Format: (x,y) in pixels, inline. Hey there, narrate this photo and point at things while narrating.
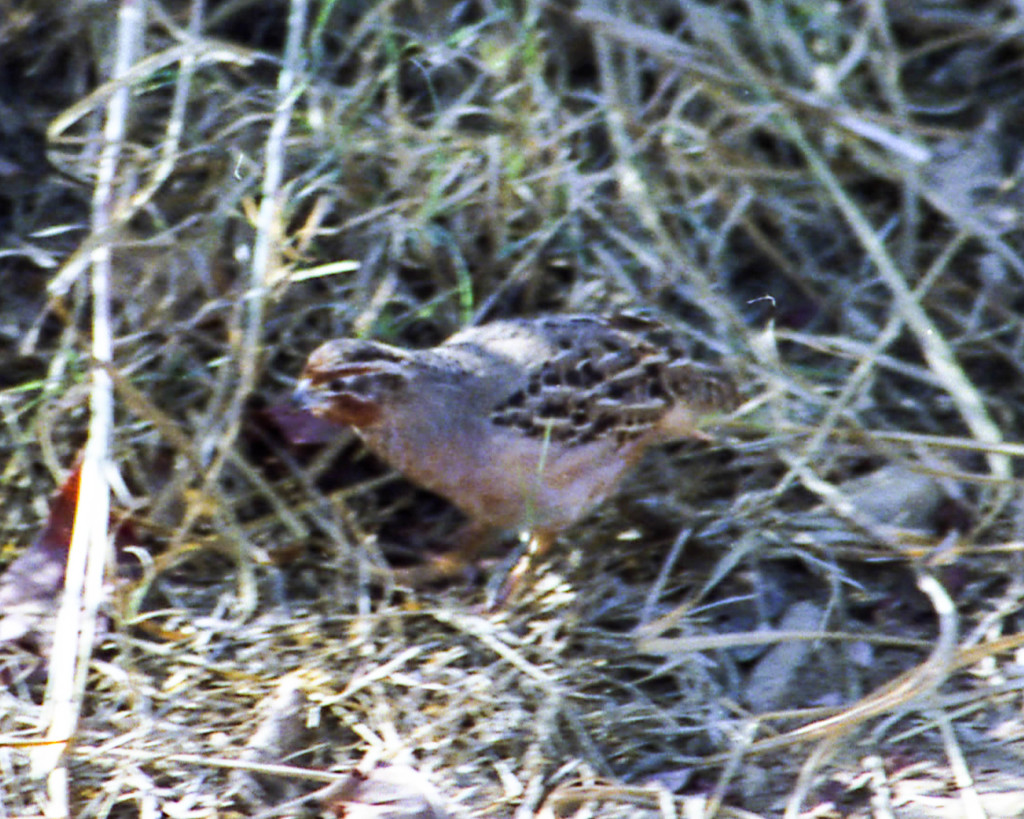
In this image there is a bird (394,452) on the grass (497,572).
